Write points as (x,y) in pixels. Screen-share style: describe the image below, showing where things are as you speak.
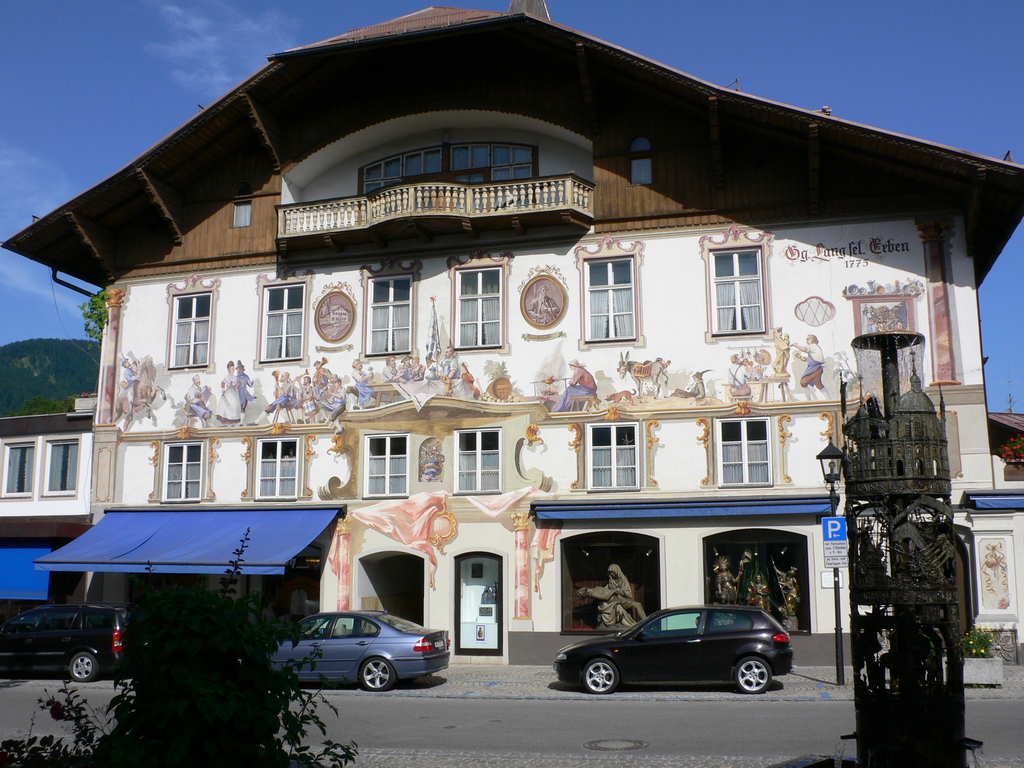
In this picture we can see plant (173,750), water fountain (855,759) and cars (63,646) on the road (619,718). We can see building (72,536), board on pole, painting (409,405) on the wall (547,405), windows (197,365) and statues (627,593). In the background of the image (48,286) we can see roof top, hill (43,366), flowers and sky (991,405).
